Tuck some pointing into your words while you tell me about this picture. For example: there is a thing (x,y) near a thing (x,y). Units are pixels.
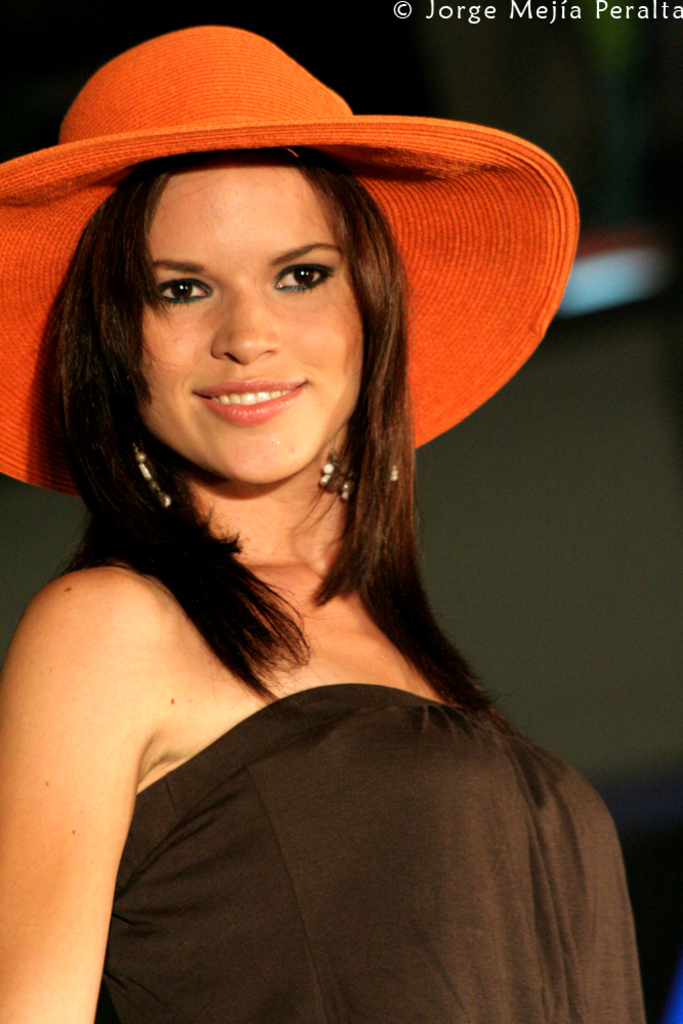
In this image we can see a woman (268,689) wearing a hat (499,368).
